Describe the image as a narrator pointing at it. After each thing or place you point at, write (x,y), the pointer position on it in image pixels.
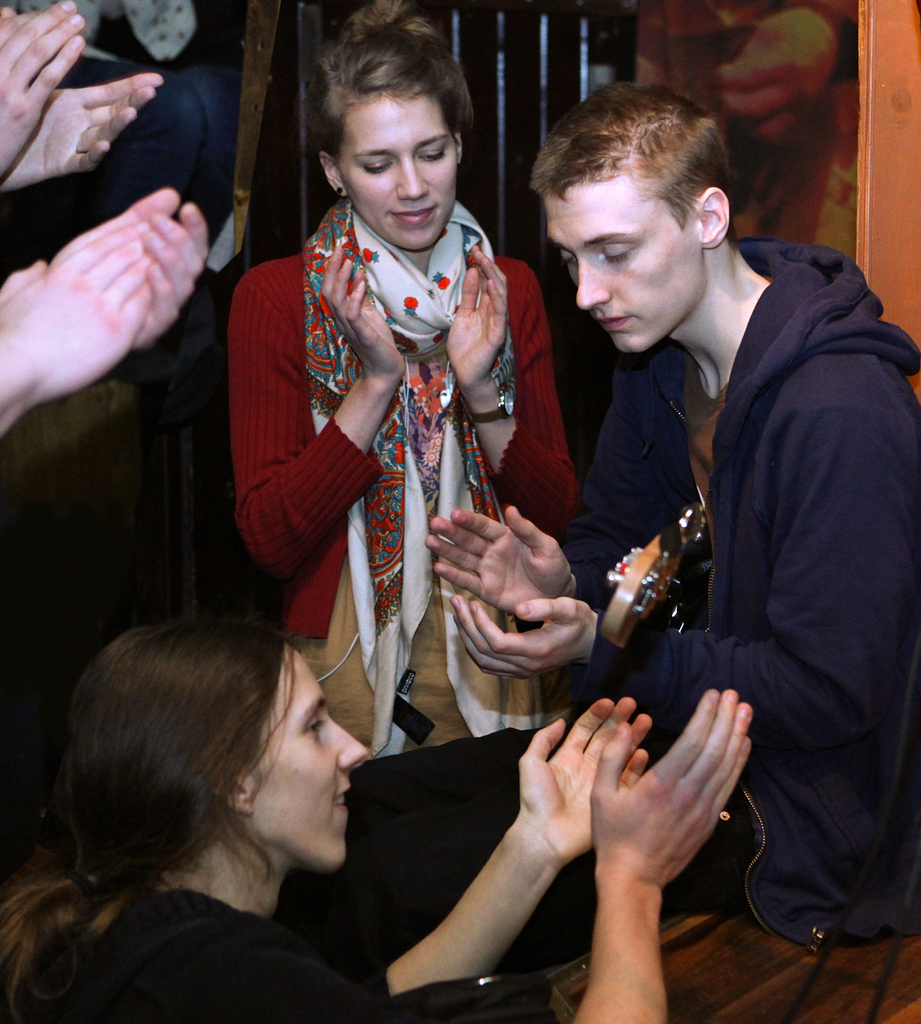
At the bottom of the image (81,871) two persons (343,990) are sitting. Beside them few people (195,109) are standing. Behind them there is wall (860,56).
